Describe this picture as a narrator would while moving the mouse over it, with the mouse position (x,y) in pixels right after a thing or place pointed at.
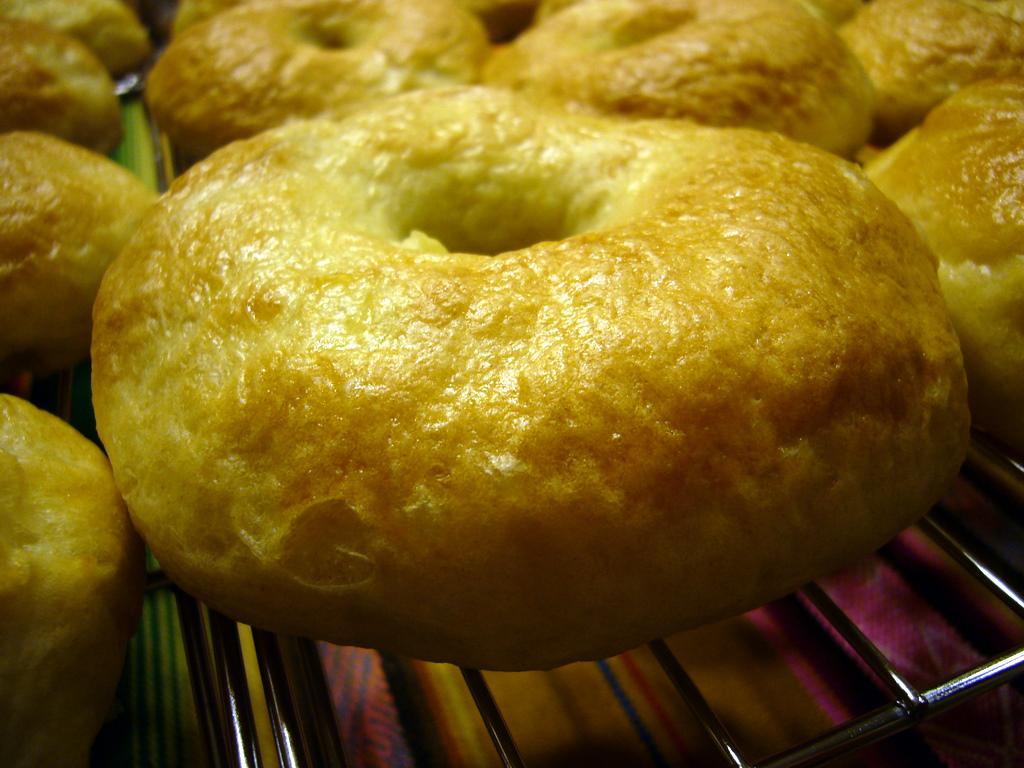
There are some snacks (401,139) on a grill (501,725).
